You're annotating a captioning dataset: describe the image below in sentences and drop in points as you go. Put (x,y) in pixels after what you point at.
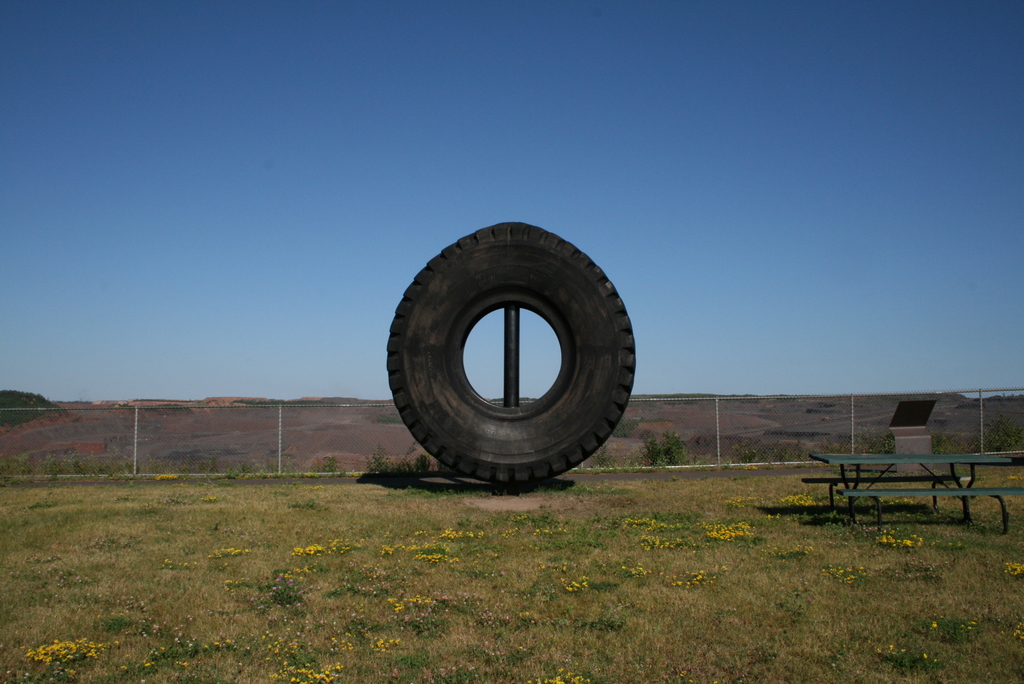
In this picture there is a tyre (500,256) in the middle of ground (567,533). There is a bench (921,459) to the right side (941,462). At the top (448,77) there is sky (320,94). At the background (308,420) there is a fencing (327,430). There are flower plants (424,558) on the ground (649,607).
